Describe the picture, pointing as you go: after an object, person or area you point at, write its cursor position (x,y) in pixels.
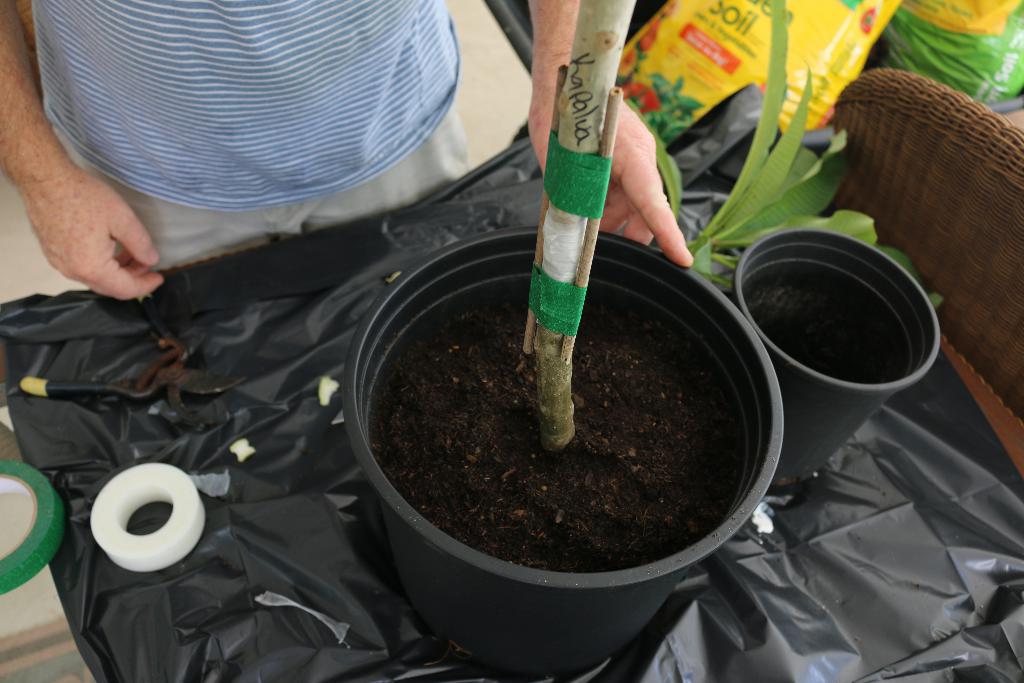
At the bottom of this image (547,553), there is a potted plant (688,373), a pot (882,324), green color leaves (793,218) and two plasters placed on a black color cover (1013,597). In the background (170,87), there is a person (163,40), standing and holding this pot (610,260). In the background (668,115), there are two carry bags (702,93).
